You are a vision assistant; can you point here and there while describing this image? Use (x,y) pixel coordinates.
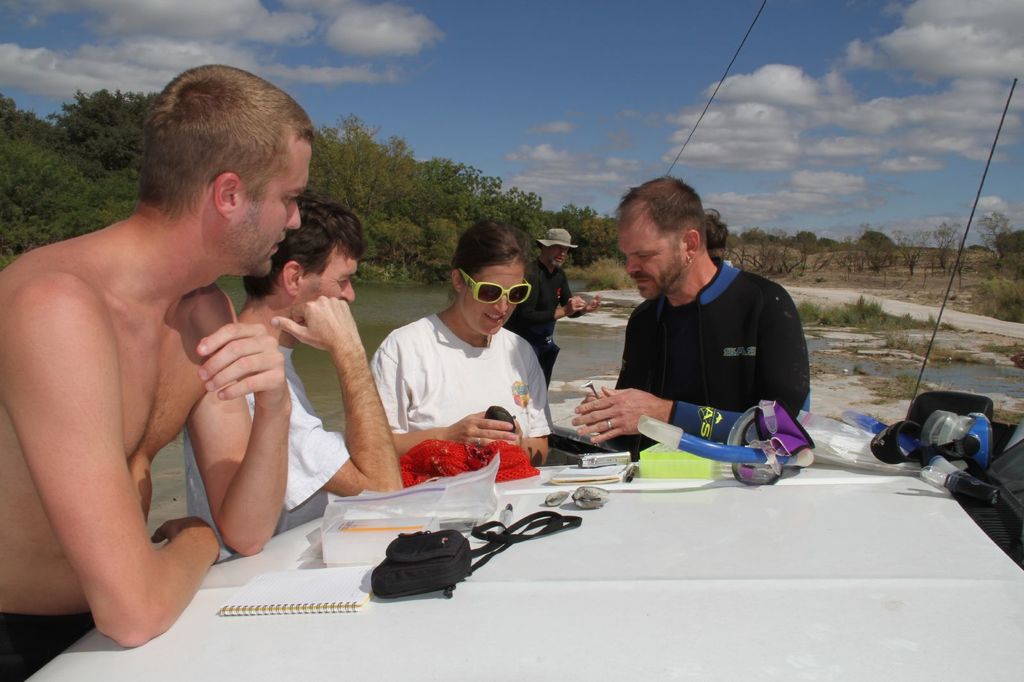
In this picture we can see a group of people (341,460) and in front of them we can see a bag (443,552), books (286,600), plastic covers (451,485) and some objects (661,431), water (423,315), trees (390,225) and in the background (563,88) we can see the sky (682,84) with clouds (698,145).
